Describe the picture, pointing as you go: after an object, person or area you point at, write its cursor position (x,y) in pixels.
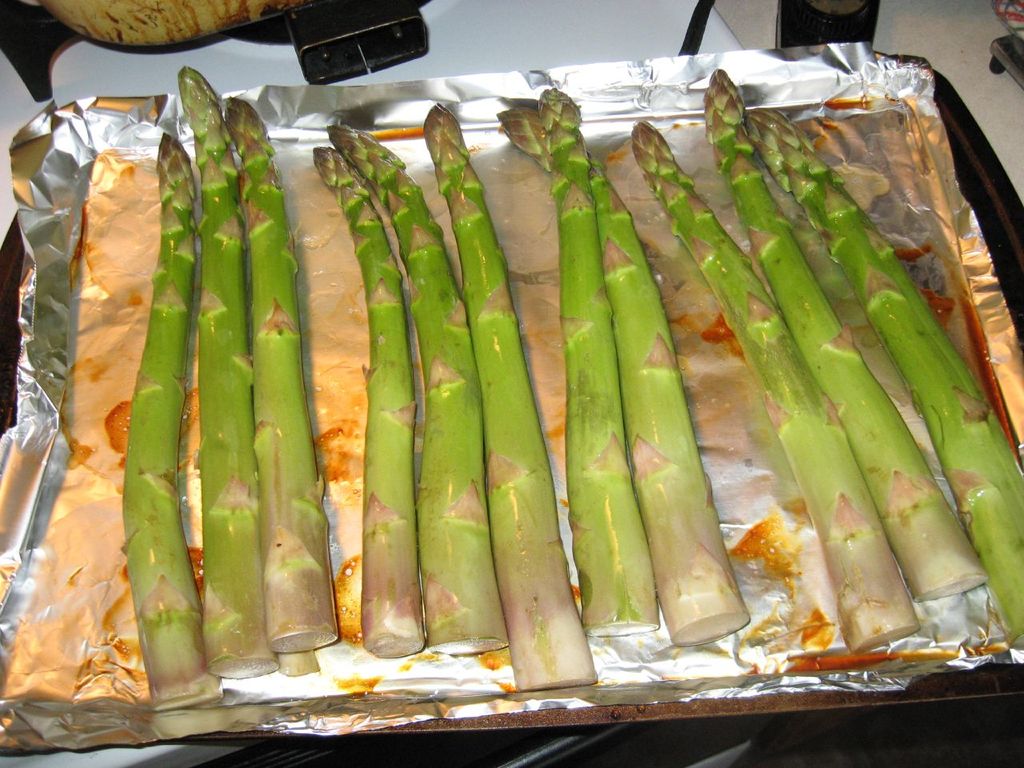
In this image, I can see the asparagus (842,349) on a silver foil (940,172), which is on a tray (985,211). At the top of the image (346,37), I can see few objects (820,33).
